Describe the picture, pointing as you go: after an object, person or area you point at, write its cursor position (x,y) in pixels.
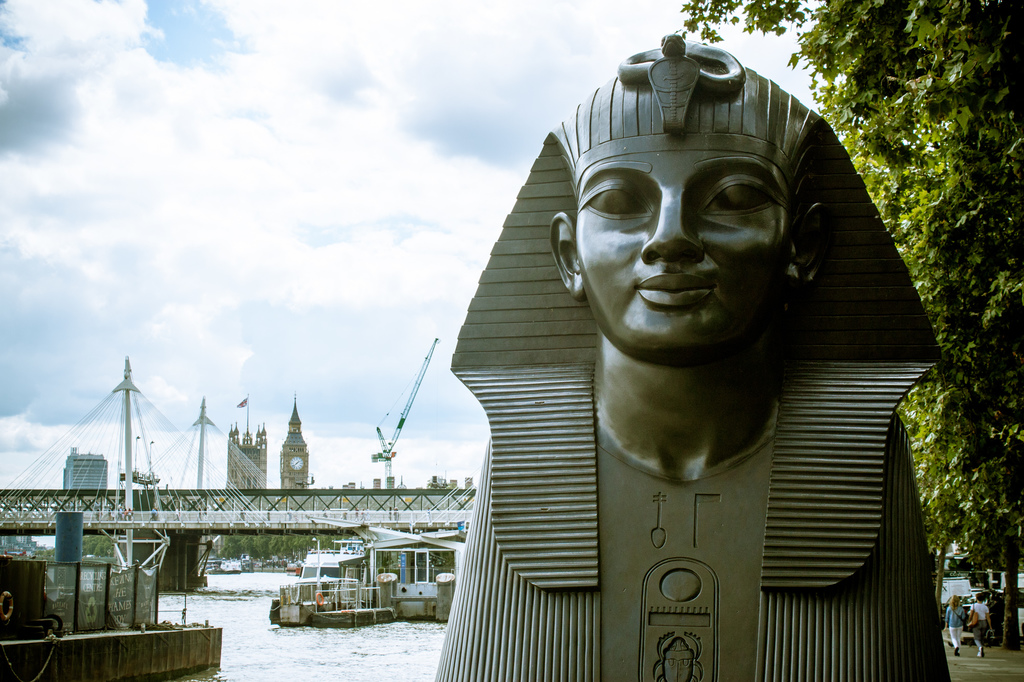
In this picture we can see statue (805,243). On the right side of the image (947,627) there are people (981,607) walking and we can see trees (1001,525). We can see boats (224,563) on the water (218,587), bridge (202,511), poles (446,615) and objects (415,615). In the background of the image (228,433) we can see buildings (90,474), clock tower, crane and sky (315,221) with clouds (332,199).
